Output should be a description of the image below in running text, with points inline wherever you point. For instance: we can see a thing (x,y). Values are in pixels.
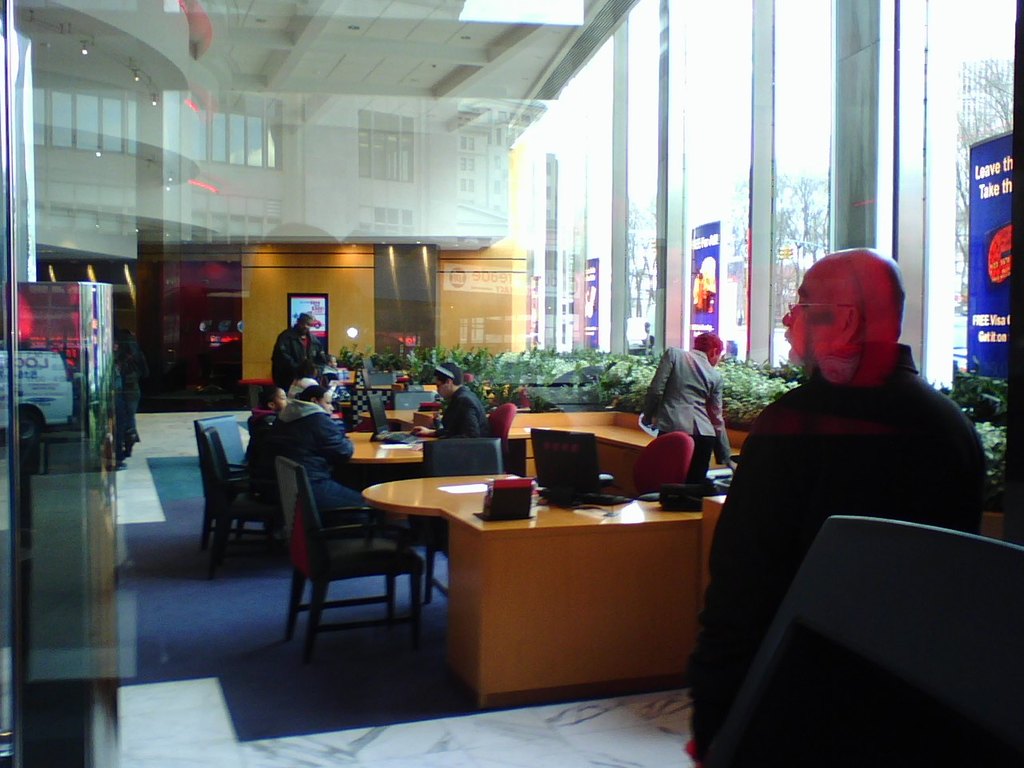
there is an office (580,455), we can see many people (486,430) some people (486,430) are sitting and working with a laptop (382,375) and other people (851,441) are standing we can also see some plants (785,371) some hoardings (591,319).
